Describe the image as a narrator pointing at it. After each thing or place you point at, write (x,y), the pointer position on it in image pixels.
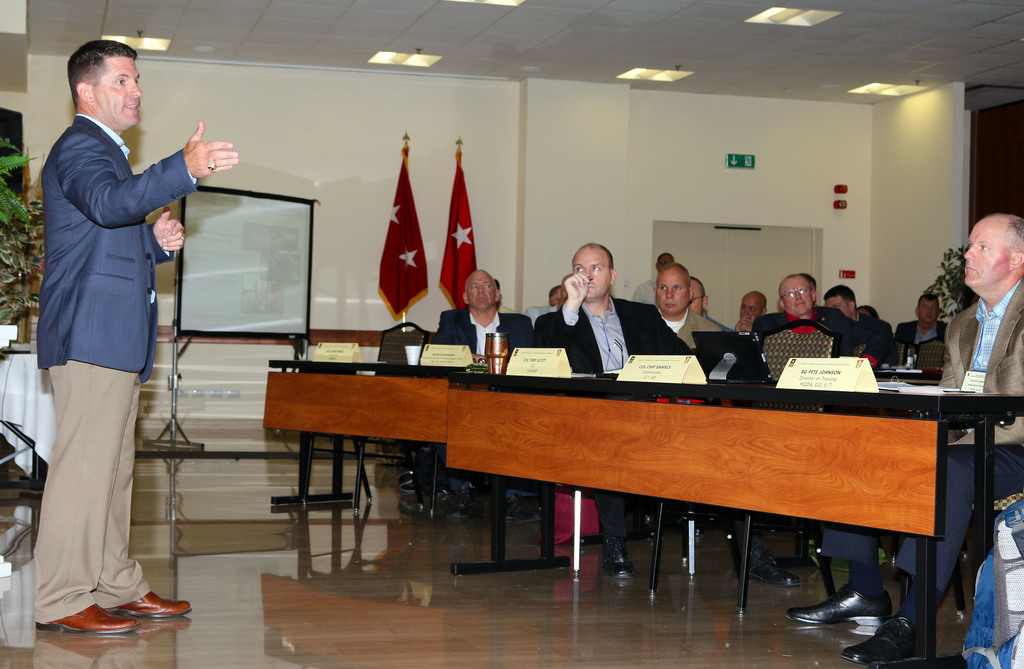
There is a person (88,257) blue suit (84,303) and cream pant (91,445) talking to the people (631,314), at the back of this person (60,197) there is a plant (6,234) and at the right side of a picture there people (674,354) sitting on the benches (682,400) listening to opposite to them and at the back (253,268) there is a projector (266,265). There are two flags (391,246) in the middle (409,265) there is a door (742,260) at the back (762,263).
